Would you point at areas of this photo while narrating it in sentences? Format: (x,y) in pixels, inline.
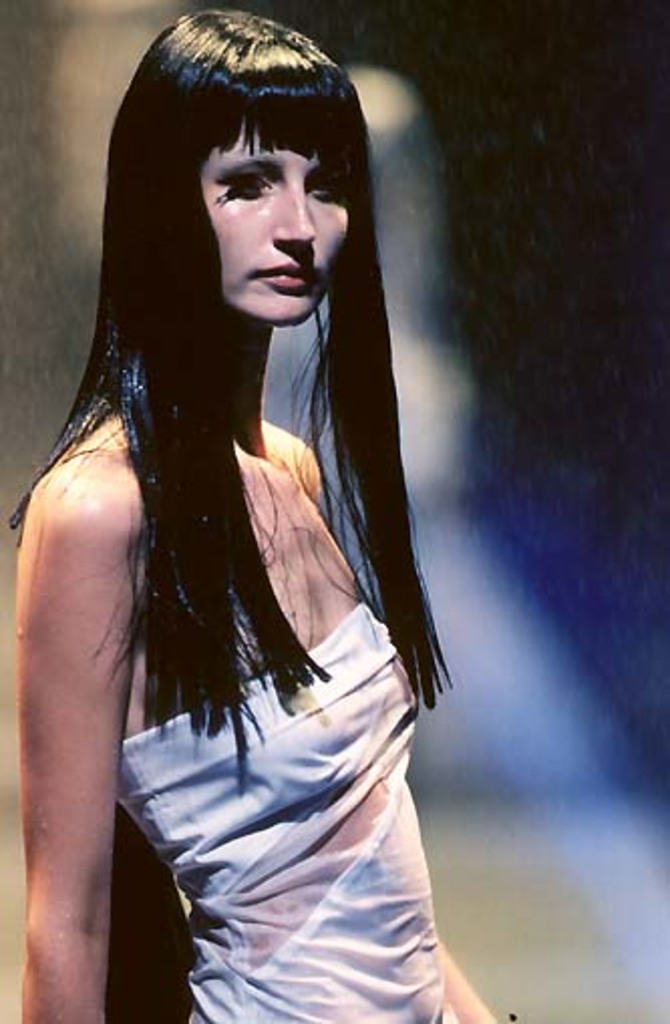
In this image we can see a lady (297,66) standing. She is wearing a white dress (262,896).
